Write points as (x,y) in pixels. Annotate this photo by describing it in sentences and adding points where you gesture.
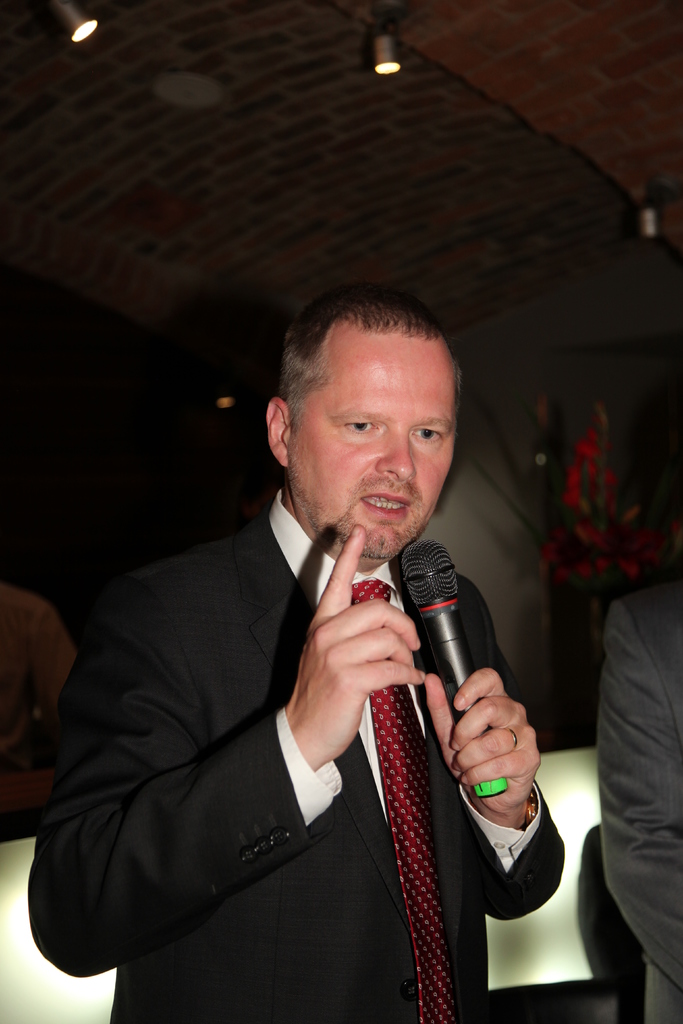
This person (405,1009) standing and holding microphone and talking. On the background (499,426) we can see wall (531,340), house plant (566,518). On the top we can see lights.
